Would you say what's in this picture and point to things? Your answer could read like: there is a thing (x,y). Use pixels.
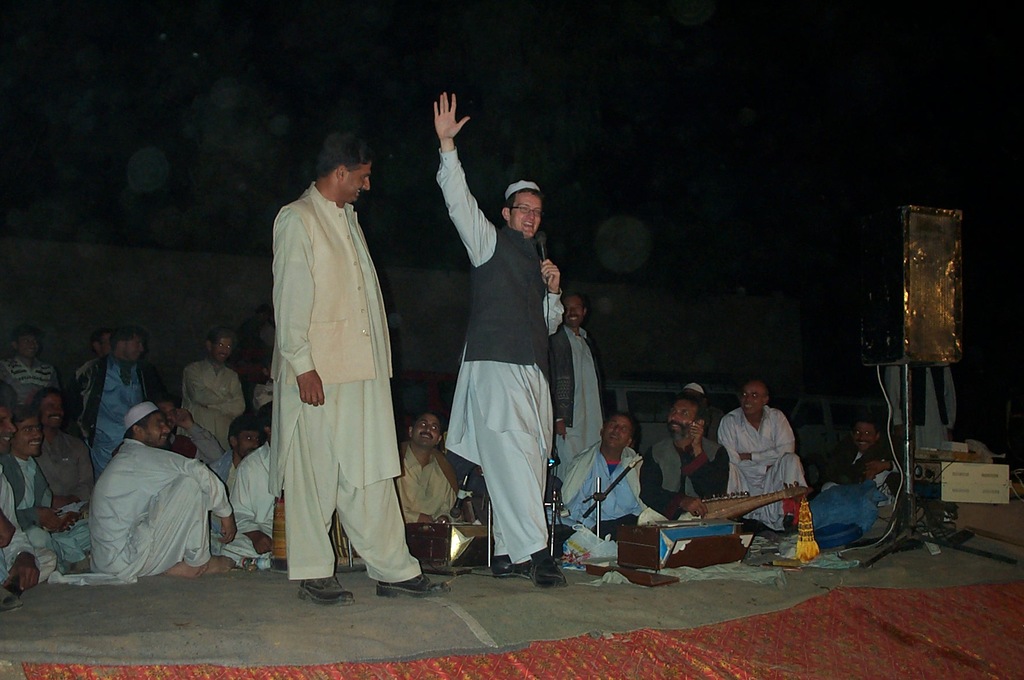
In this image we can see a group of people (173,500) sitting on the floor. A person (500,309) is speaking into a microphone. There are few people (685,475) are playing musical instruments (742,508). There is a loudspeaker (912,348) in the image.
